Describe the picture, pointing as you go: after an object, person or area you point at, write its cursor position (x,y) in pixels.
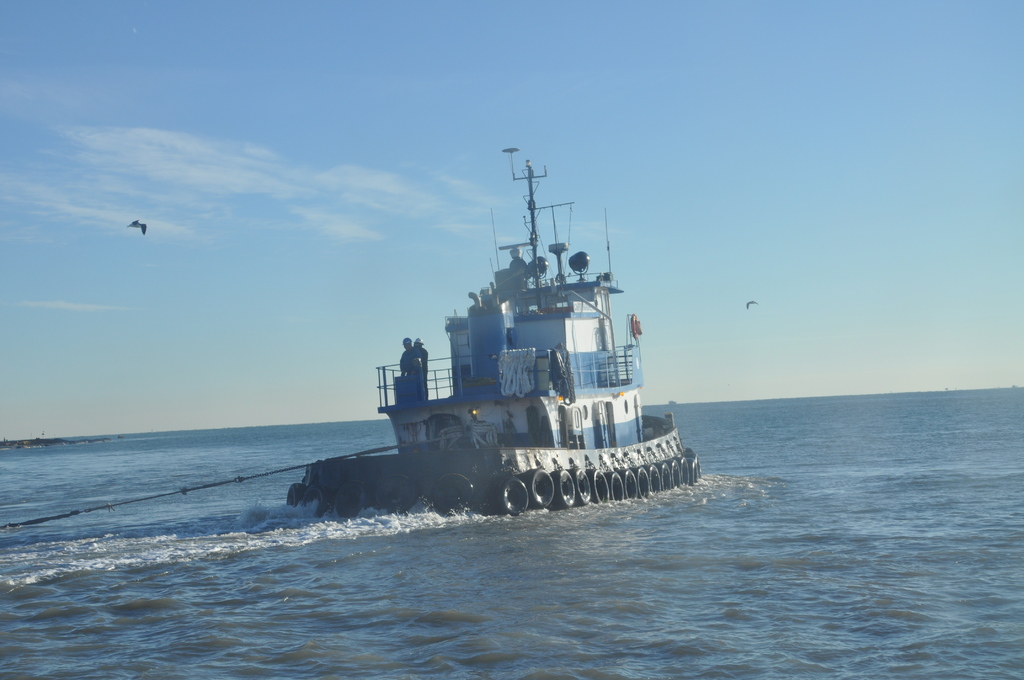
In this image there is a ship (390,408) sailing on water (548,525). Few persons (414,353) are standing on the ship (471,372). Water (439,590) is having few tides (479,585). Top of image (349,95) there is sky (336,230). Few birds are flying in air (169,212).
